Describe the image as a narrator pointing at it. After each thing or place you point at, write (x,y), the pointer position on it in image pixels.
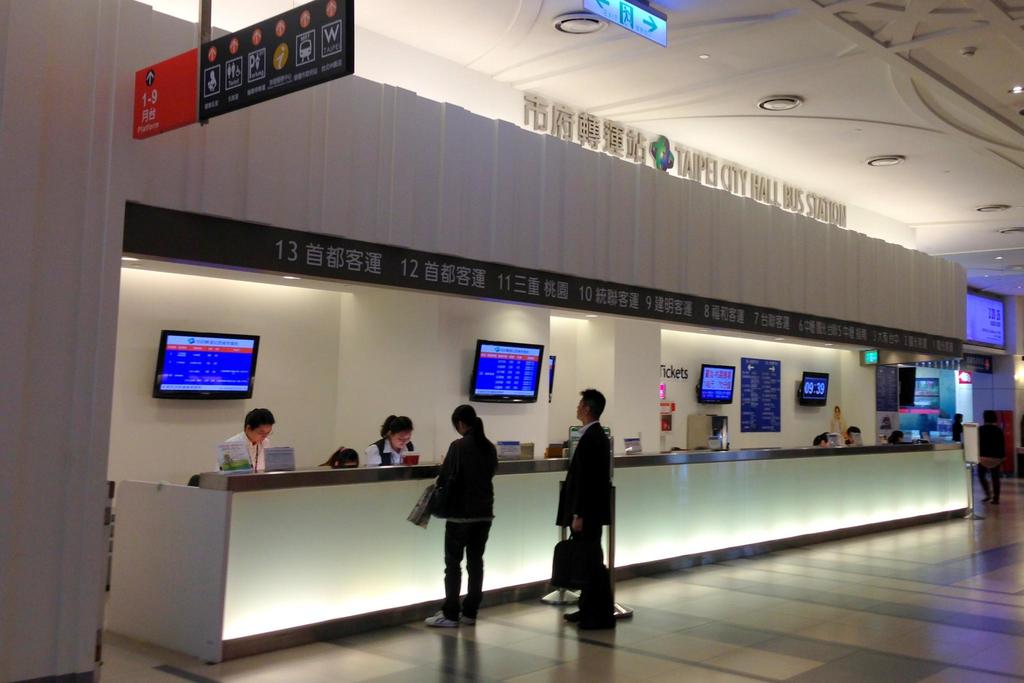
In this picture we can see a man (583,470) and a woman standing on the floor (831,621). There are a few boards (973,450) and other objects (276,461) on the desk (221,492). We can see a few Televisions (175,373) and a text (675,376) on the wall (691,374). There is a board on the top side (336,74). We can see a signboard (636,21) and a screen (984,302) in the background (973,315).
